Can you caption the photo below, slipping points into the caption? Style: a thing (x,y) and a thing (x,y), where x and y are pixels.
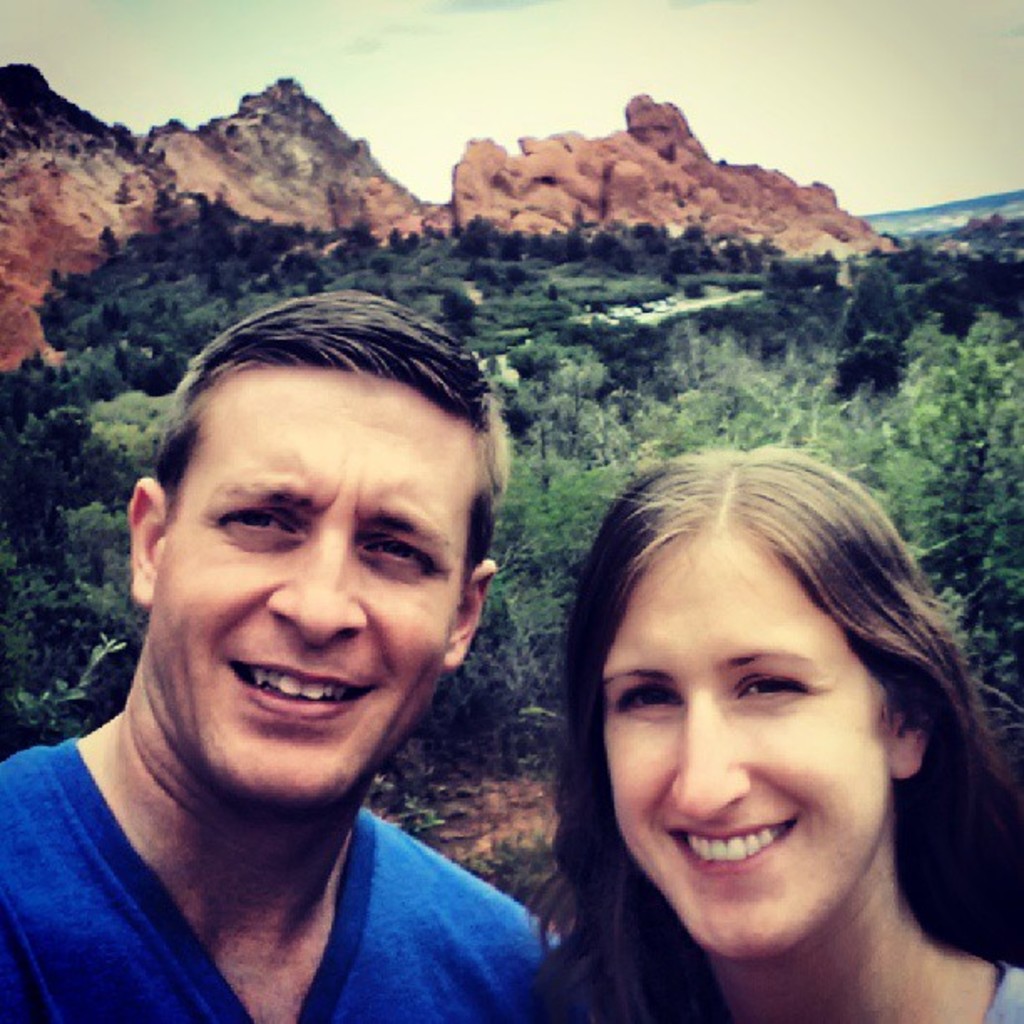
In this image I can see a man (374,721) and a woman (652,726) are smiling. In the background (502,319) I can see trees (539,342), mountain (506,206) and the sky (457,69).
